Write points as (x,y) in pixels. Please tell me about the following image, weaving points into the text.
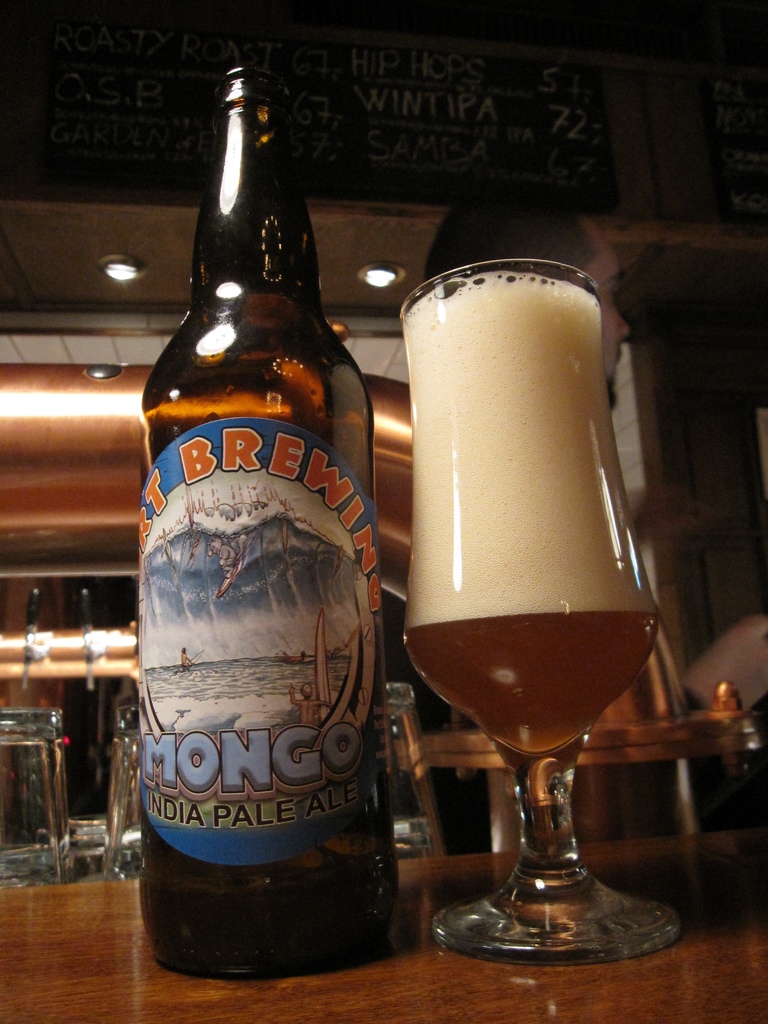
In this image there is a beer bottle (284,694) and glass (503,687) which contains beer (561,680) which is placed on the top of the table (693,893) and at the top of the image (128,38) there is a name board (477,199).
